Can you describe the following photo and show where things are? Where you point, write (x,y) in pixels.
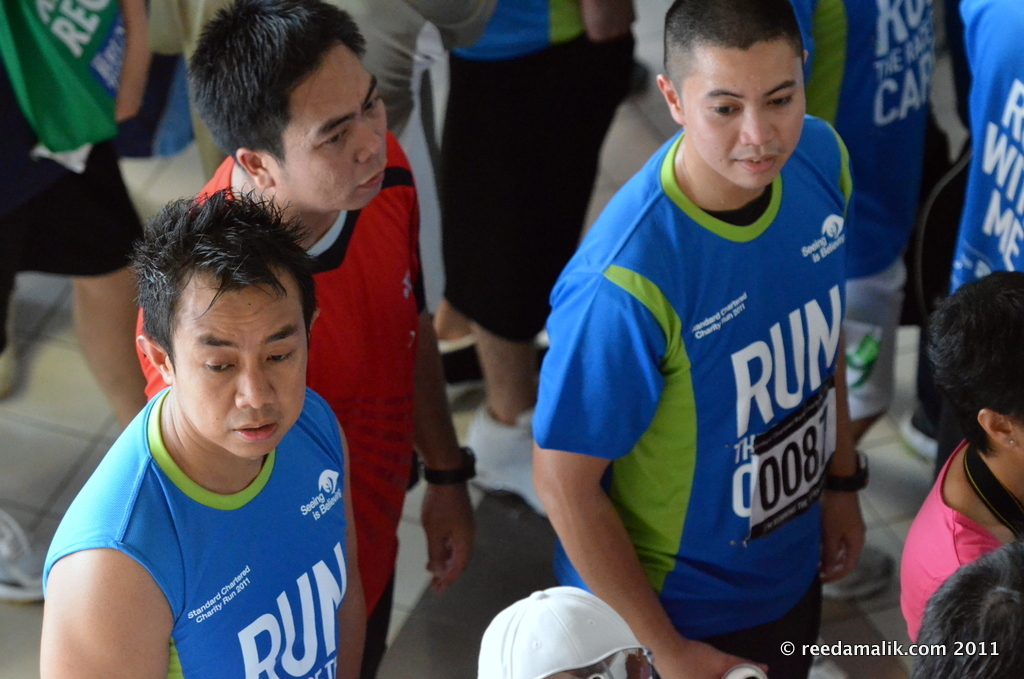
In this image I can see a group of people (453,110) are wearing uniform t-shirts (751,609) with uniform text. In the bottom right corner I can see some text (894,646).
